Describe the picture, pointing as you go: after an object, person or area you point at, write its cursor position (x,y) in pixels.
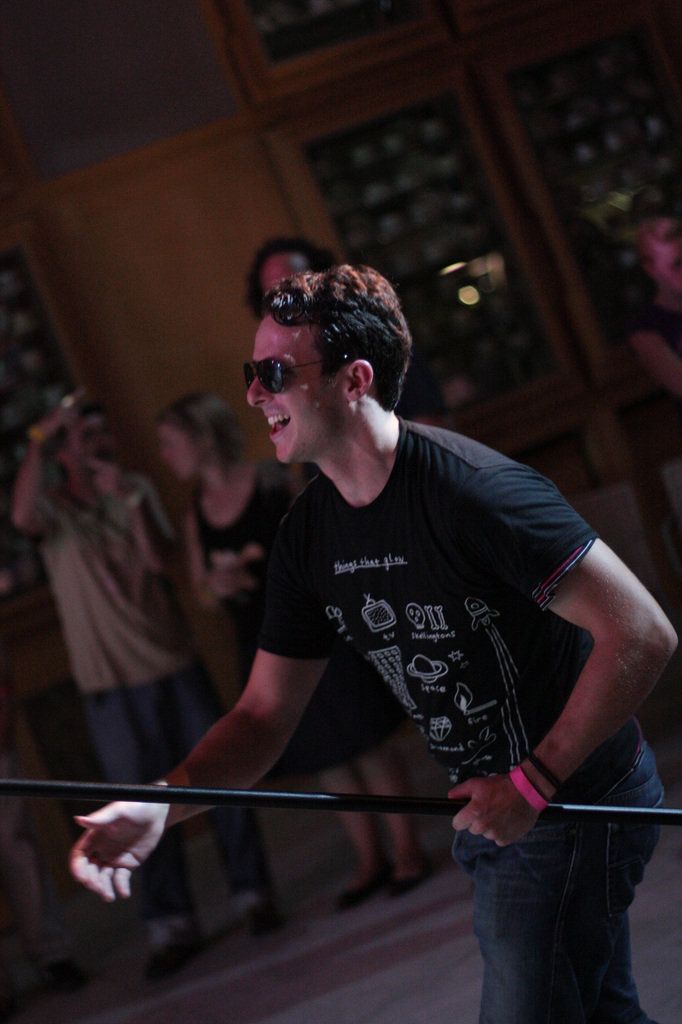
In the center of the image (313,402) we can see a man (577,663) standing and holding a rod (331,794) in his hand (470,808). In the background (115,403) there are people (149,777) and we can see a wall (170,233).
